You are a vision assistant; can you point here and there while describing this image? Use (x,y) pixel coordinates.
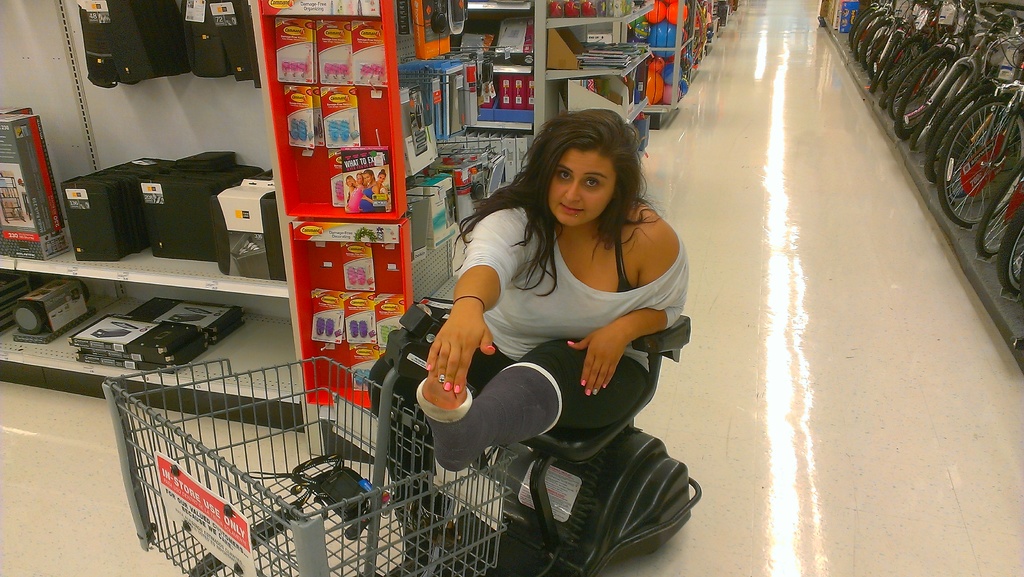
There is a woman (549,392) sitting on a wheelchair (604,511). Here we can see a cart (322,564), boxes (252,260), racks (324,230), things (689,38), and bicycles (915,89). Here we can see floor (800,364).
